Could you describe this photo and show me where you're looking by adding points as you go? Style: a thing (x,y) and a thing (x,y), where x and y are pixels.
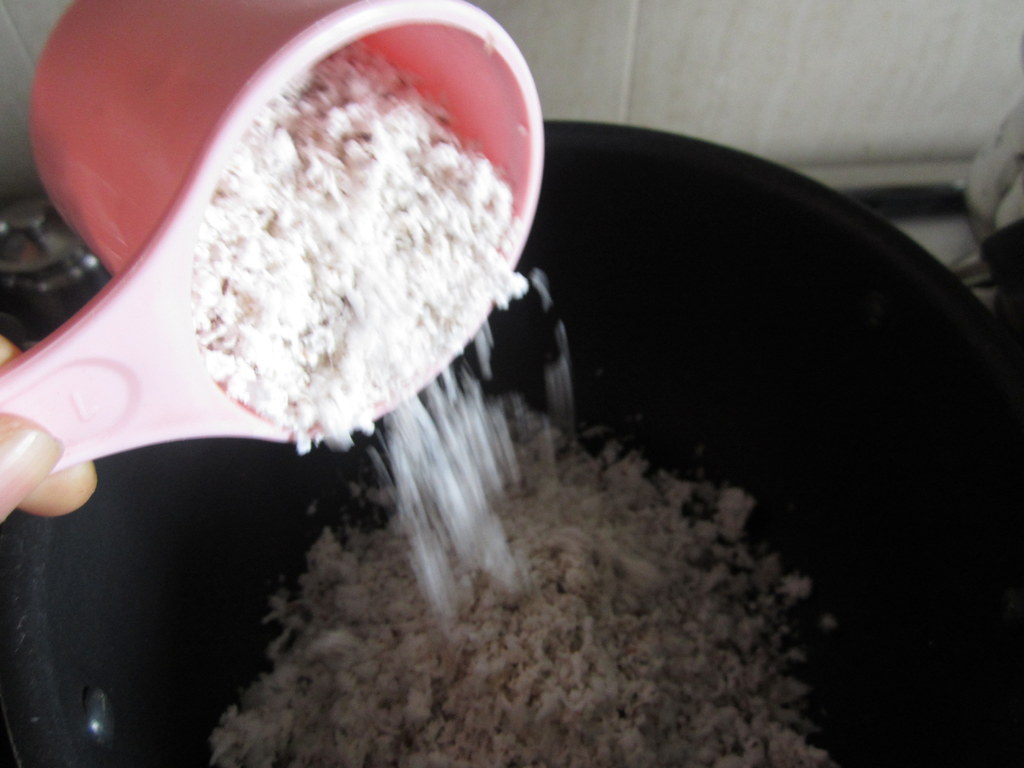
In the center of the image (494,412) a vessel (959,570) contains food item (560,505). On the left side of the image (234,423) we can see person hand (27,431) and holding spoon (52,400). In the background of the image (895,60) we can see wall (681,105), some vessels (53,252).
